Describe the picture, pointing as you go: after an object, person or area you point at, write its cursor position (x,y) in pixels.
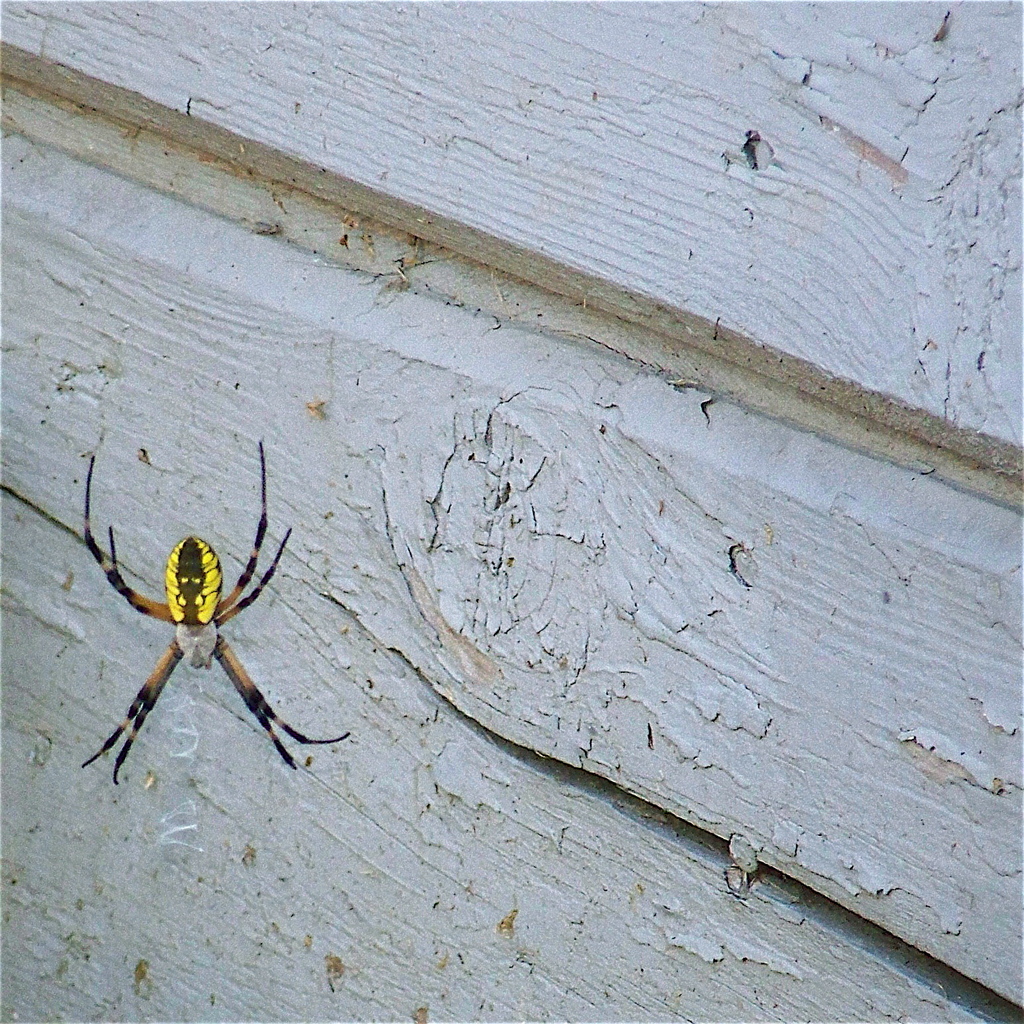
On the left side of the image (209,645) we can see an insect (142,605), and we can find a wooden wall (769,527).
